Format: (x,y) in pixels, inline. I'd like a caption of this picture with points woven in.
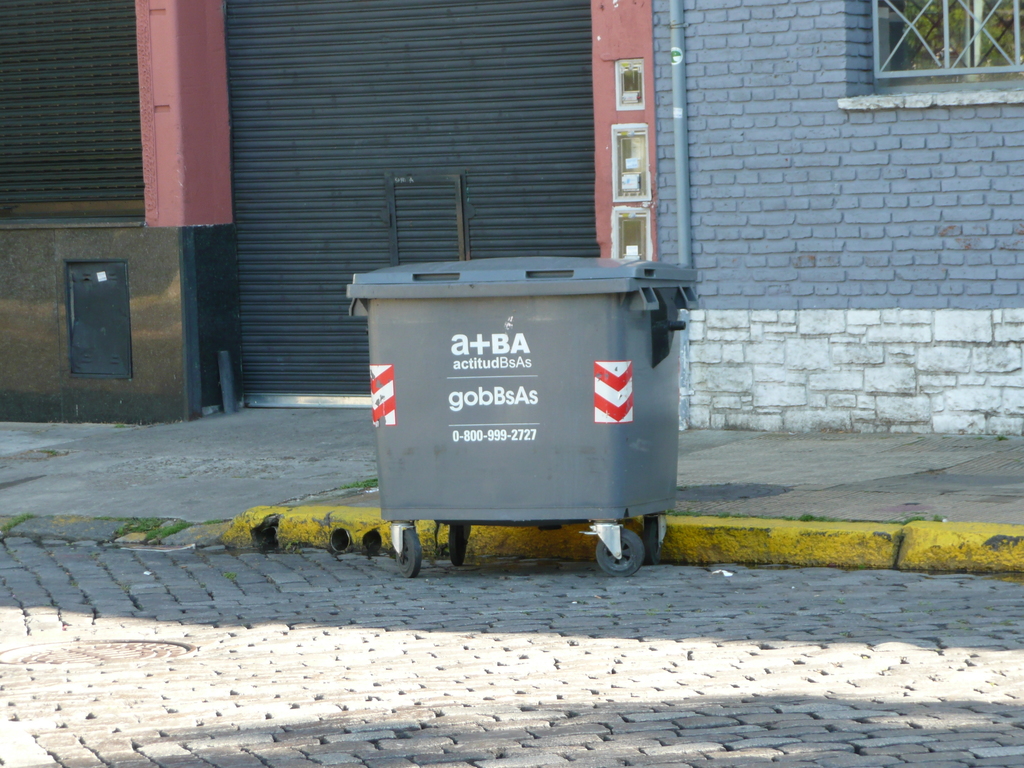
In this picture it seems like a garbage box (474,388) in the center (506,445) and there is a window (938,86), pipe (673,38), shutters (438,136) and a wall (696,151) in the background area (651,176).
